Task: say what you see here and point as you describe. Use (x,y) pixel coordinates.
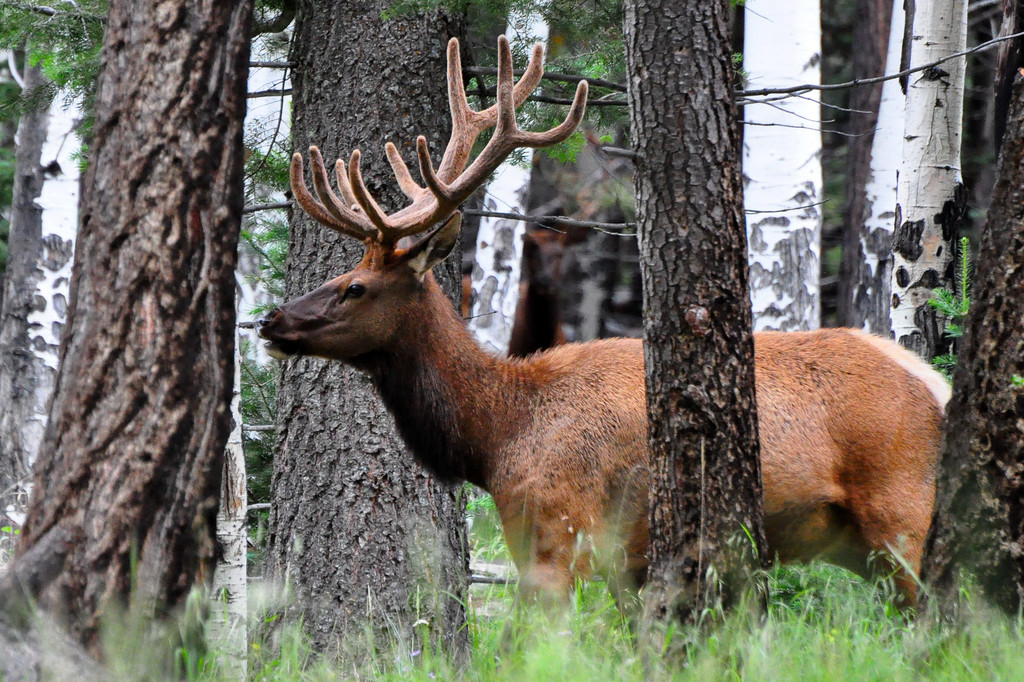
In this image in the foreground (593,395) there is one animal (862,458) and in the background (98,66) there are some trees (725,505), at the bottom (944,615) there is grass (111,629).
